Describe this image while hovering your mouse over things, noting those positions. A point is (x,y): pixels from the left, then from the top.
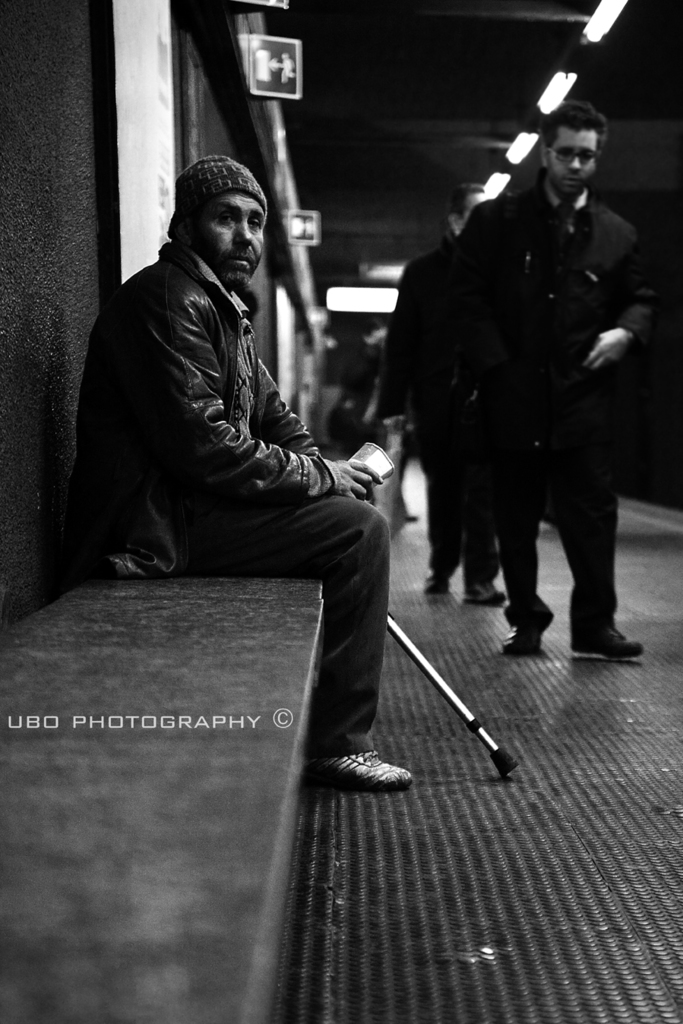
On the left (178,340) we can see a person (186,543) sitting on a bench (217,870) and there is a wall (75,185) also. On the right (543,317) we can see people (566,393) walking on the platform (646,741). In the background (300,212) we can see boards (289,68), light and mostly it is blurred.
